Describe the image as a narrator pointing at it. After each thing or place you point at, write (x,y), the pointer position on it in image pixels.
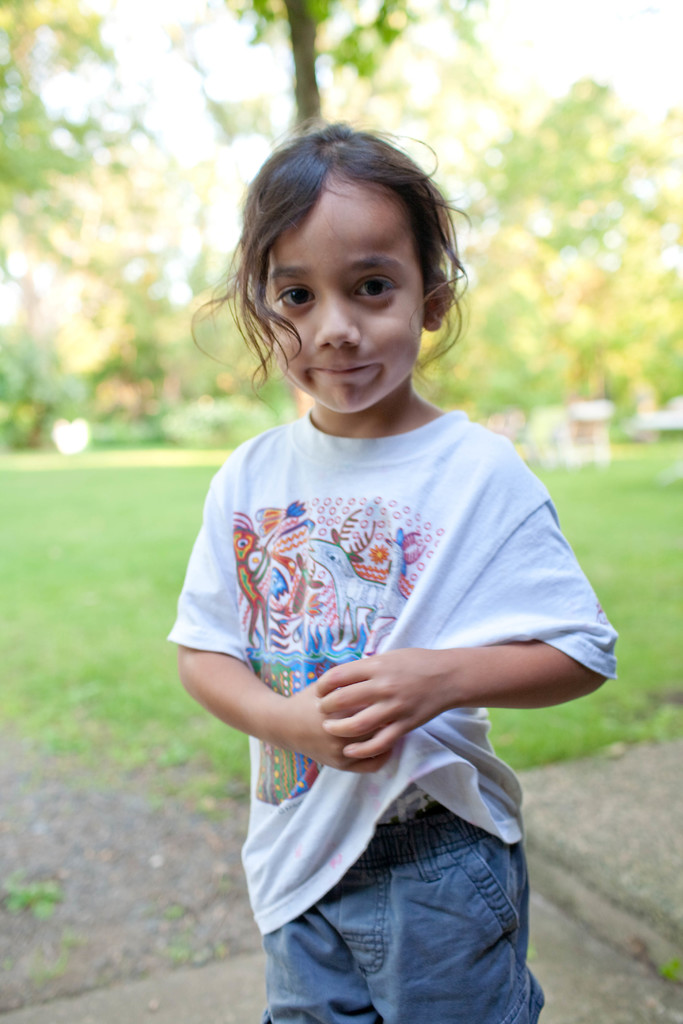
In this image, in the middle (412,469), we can see a girl (356,445) standing. In the background (634,229), we can see trees (462,206). At the bottom (604,886), we can see a grass (606,471) and a land (42,982).
